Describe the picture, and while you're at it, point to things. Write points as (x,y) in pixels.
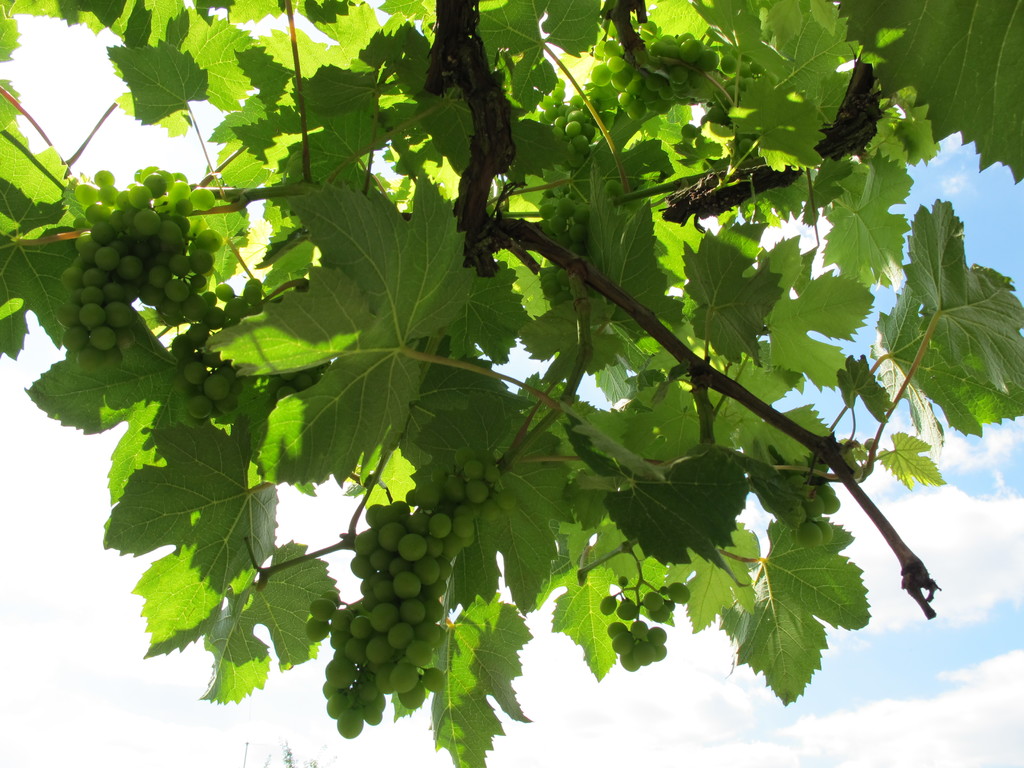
In this picture there is a tree (471,252) which has few green color objects (395,583) on it.
